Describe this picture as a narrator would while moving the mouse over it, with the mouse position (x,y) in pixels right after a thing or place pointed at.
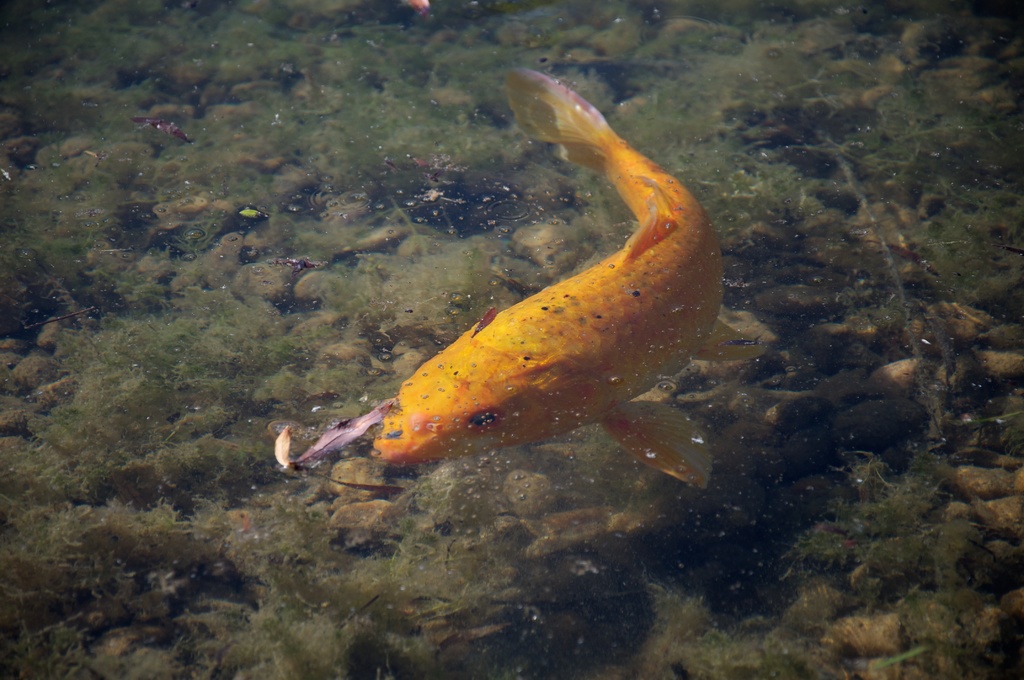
In this image I can see a fish (537,341) which is in yellow color in the water (457,222). Background (208,116) I can see small plants (199,133) in green color.
